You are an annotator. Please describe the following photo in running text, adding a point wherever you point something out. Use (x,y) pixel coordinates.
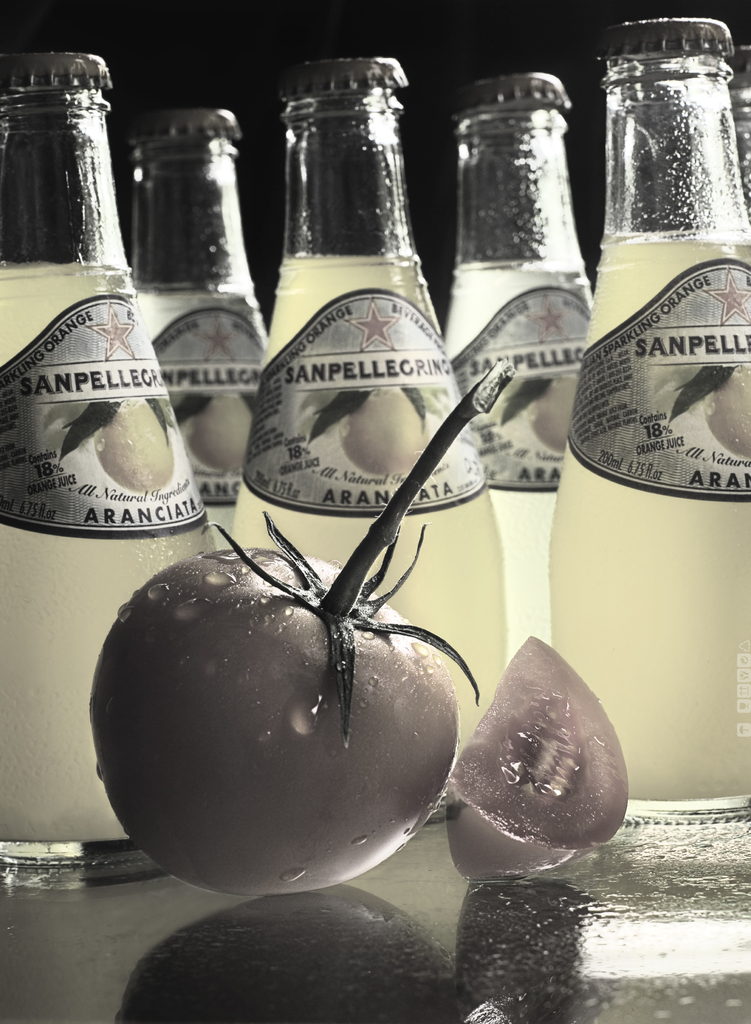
There are group of drink bottles (361,358) and a tomato (318,587) in front of it.
